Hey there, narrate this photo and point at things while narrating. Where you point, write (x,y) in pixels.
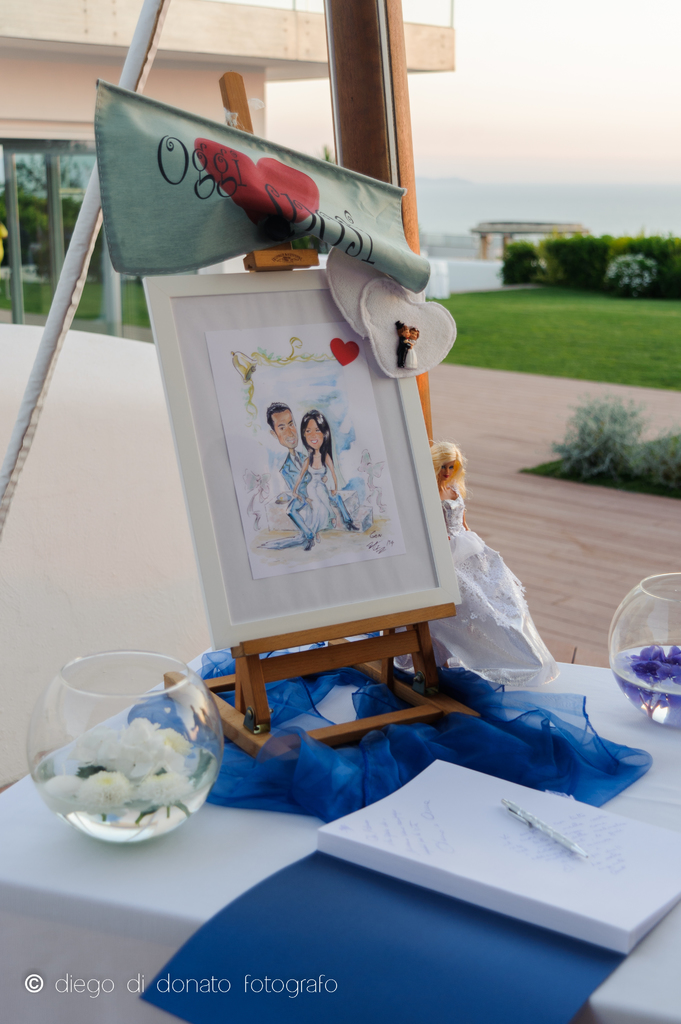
In the center of the image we can see one table (371,904). On the table (282,835), we can see one cloth (499,707), barbie doll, book (539,806), pen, wooden stand (402,648), photo frame (295,502), blue color object (497,962), glass containers (76,660), loves shape objects (409,371), one green color cloth (244,228) and a few other objects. In the glass containers (59,694), we can see water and flowers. At the bottom of the image (56,988) we can see some text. In the background (504,159) we can see the sky (528,77), clouds (538,72), one building (149,82), plants (653,240), grass (628,335) and a few other objects (30,509).
